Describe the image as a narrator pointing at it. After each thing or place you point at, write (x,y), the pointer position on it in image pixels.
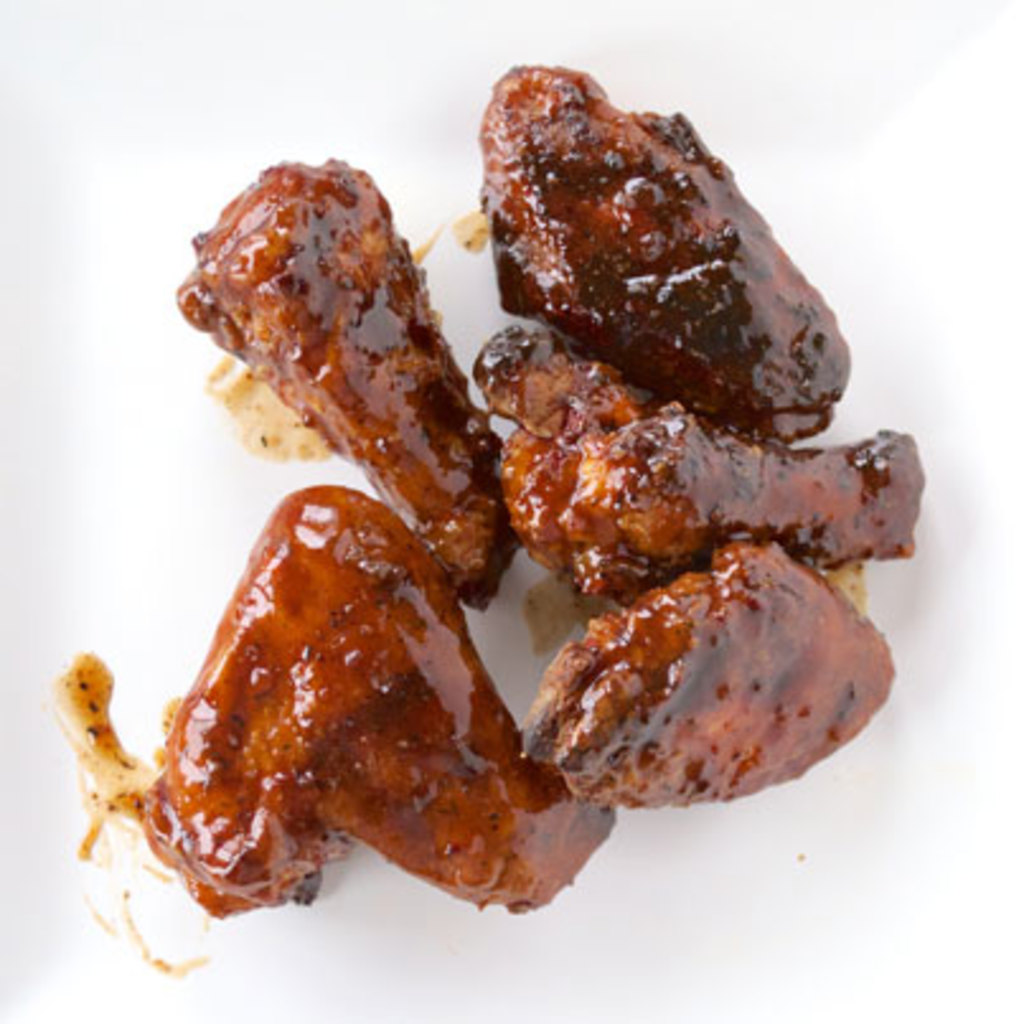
Here I can see some food item (439,441). It is looking like a meat slices (353,758).
